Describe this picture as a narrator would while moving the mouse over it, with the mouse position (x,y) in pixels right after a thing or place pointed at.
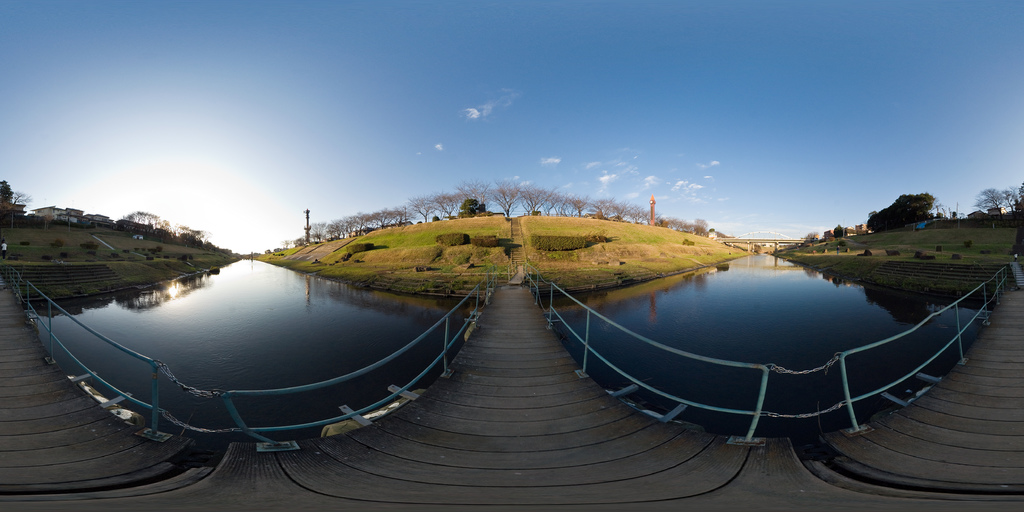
These are the water (561,327). I think this is a wooden bridge (420,418). These are the kind of barricades (486,298). I can see the trees (882,212). These are the bushes (556,241). Here is the sky (425,143). I think these are the stairs (99,276). I can see the buildings (124,219). This looks like a bridge (749,249).
